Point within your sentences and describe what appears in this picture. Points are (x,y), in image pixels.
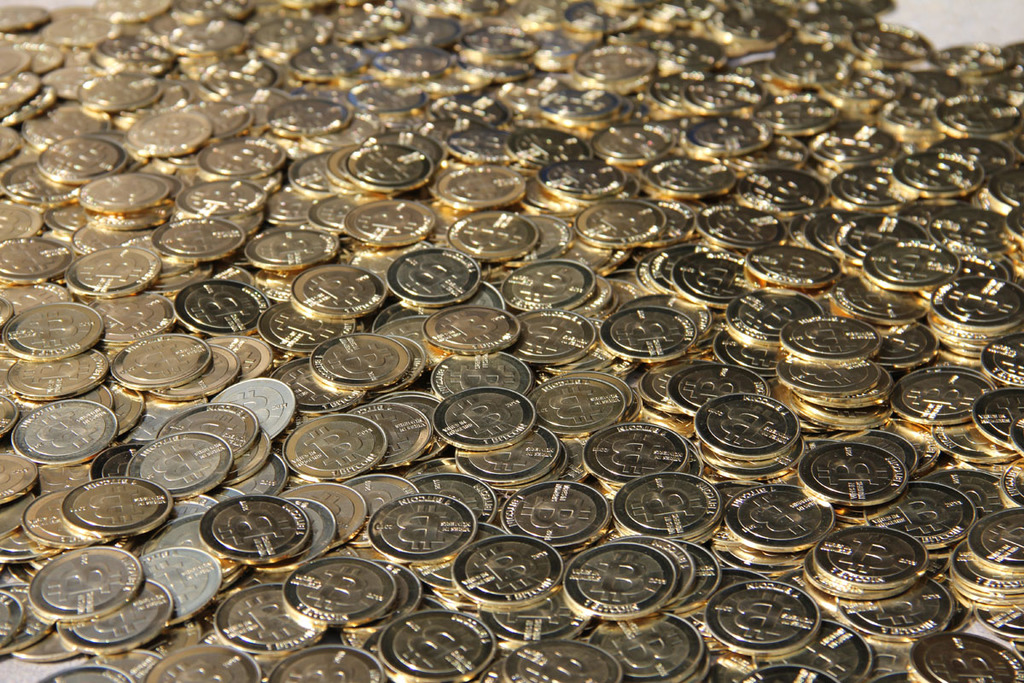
In this picture I can see cluster of coins (437,393).
